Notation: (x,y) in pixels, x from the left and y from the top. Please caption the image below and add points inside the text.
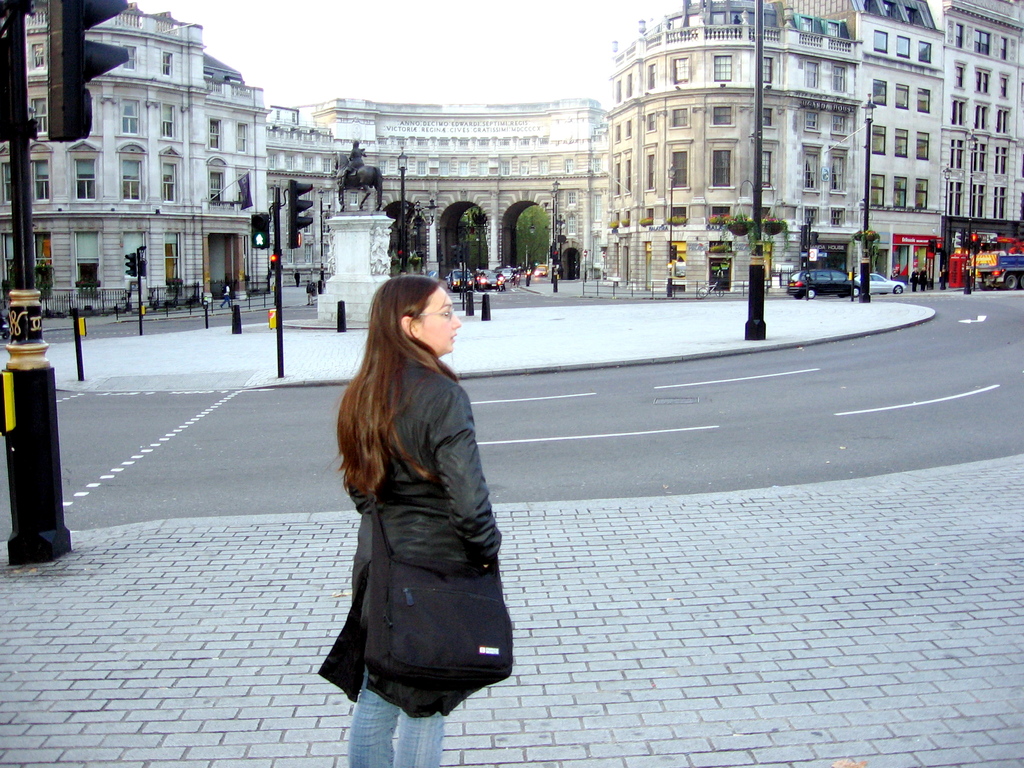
In this picture I can see the footpath (852,655) in front (14,722), on which I can see a woman (411,407) standing and she is wearing a bag (492,589). On the left side of this image (8,90) I can see a traffic signal pole (32,126). In the middle of this picture (667,441) I can see the roads (242,314), on which there are few cars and I can also see number of poles (206,302) and another traffic signal pole (291,204). In the background (245,228) I can see number of buildings (498,257), a statue (355,165), few people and few more poles (970,212).
